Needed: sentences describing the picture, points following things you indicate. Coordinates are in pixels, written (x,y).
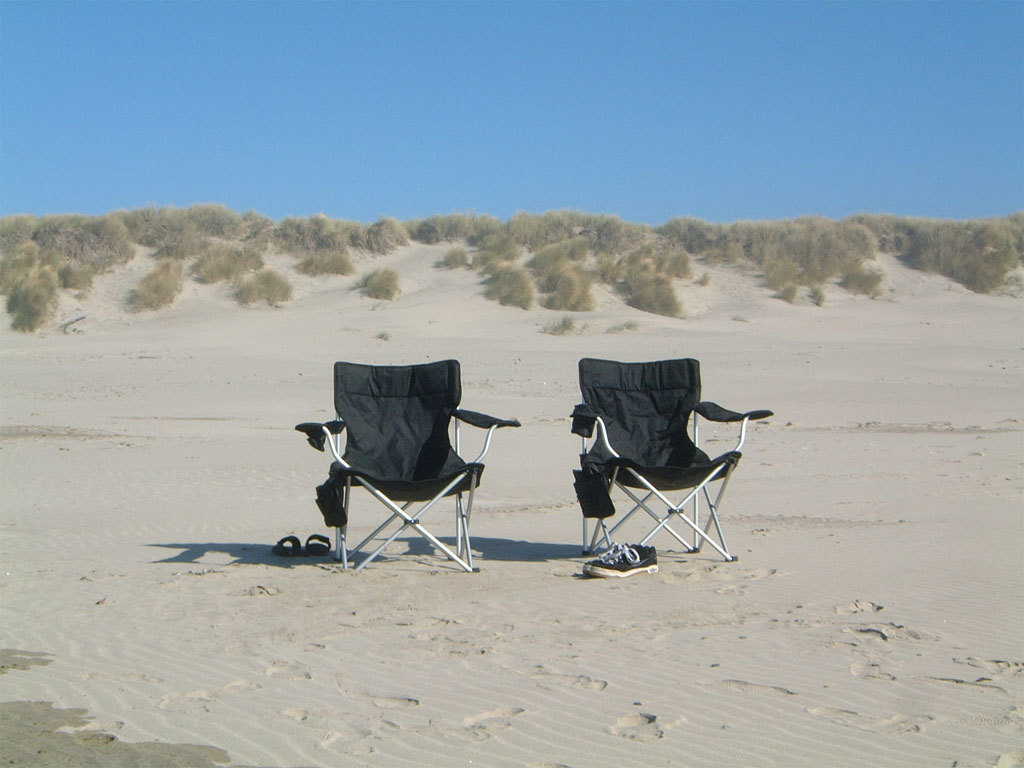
In this picture I can see two chairs (621,427) and foot wears (652,566) on the ground (478,512). In the background (558,232) I can see plants (487,242) and sky (435,146).
